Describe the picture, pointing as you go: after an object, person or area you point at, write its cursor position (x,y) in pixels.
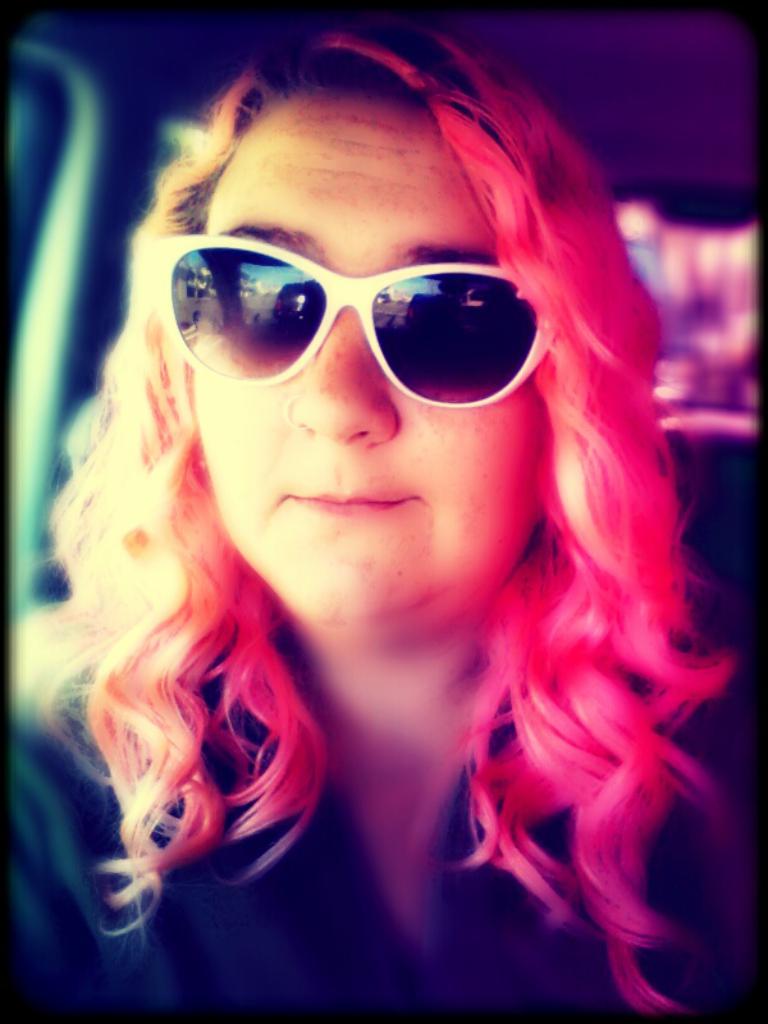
In this picture we can see a woman (213,616) wearing goggles (452,323). We can see the reflections (188,276) of some objects (450,294) on the goggles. Background (633,182) is blurry.
